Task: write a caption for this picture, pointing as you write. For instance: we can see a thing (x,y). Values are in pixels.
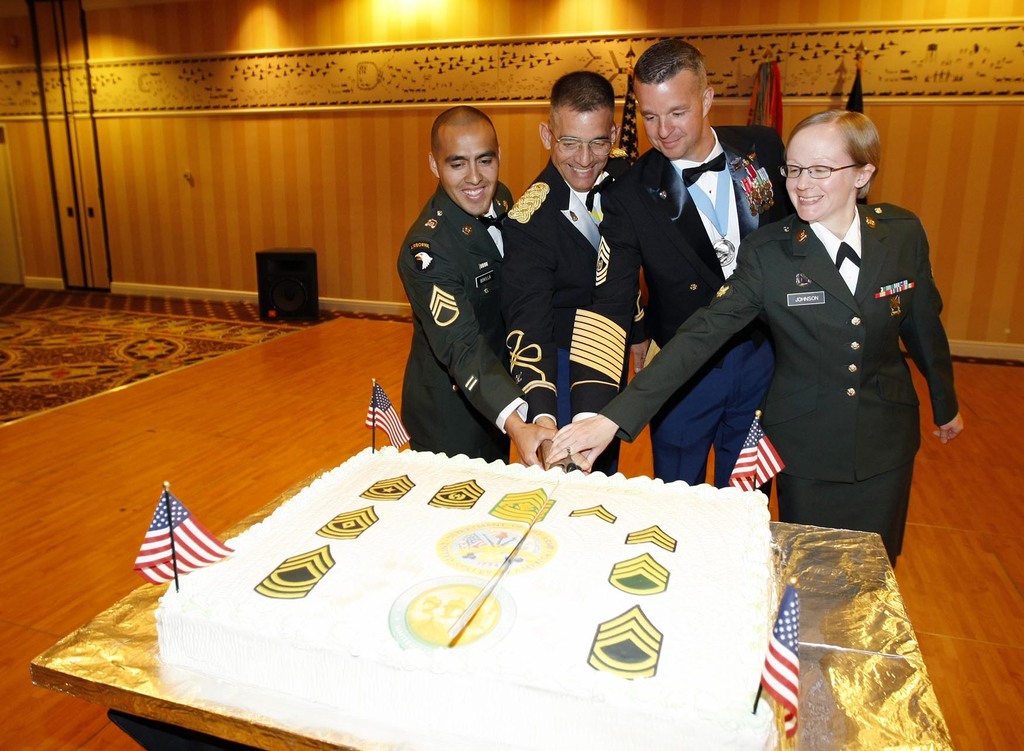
In this picture I can see there are few people (541,249) standing here and smiling. They are holding a knife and cutting the cake (543,628) and in the backdrop (351,153) I can see there is a wall (17,138).
